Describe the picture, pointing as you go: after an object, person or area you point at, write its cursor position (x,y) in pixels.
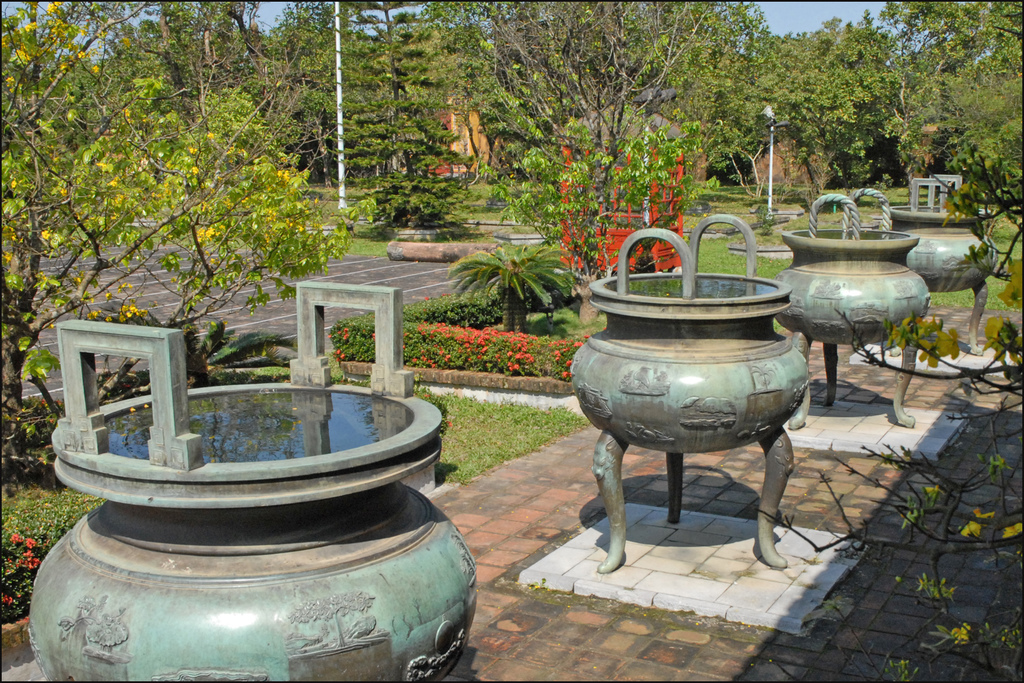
In this picture we can see few urns (680,370) with water (324,412) in it, and also we can see few trees (517,124) and poles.
